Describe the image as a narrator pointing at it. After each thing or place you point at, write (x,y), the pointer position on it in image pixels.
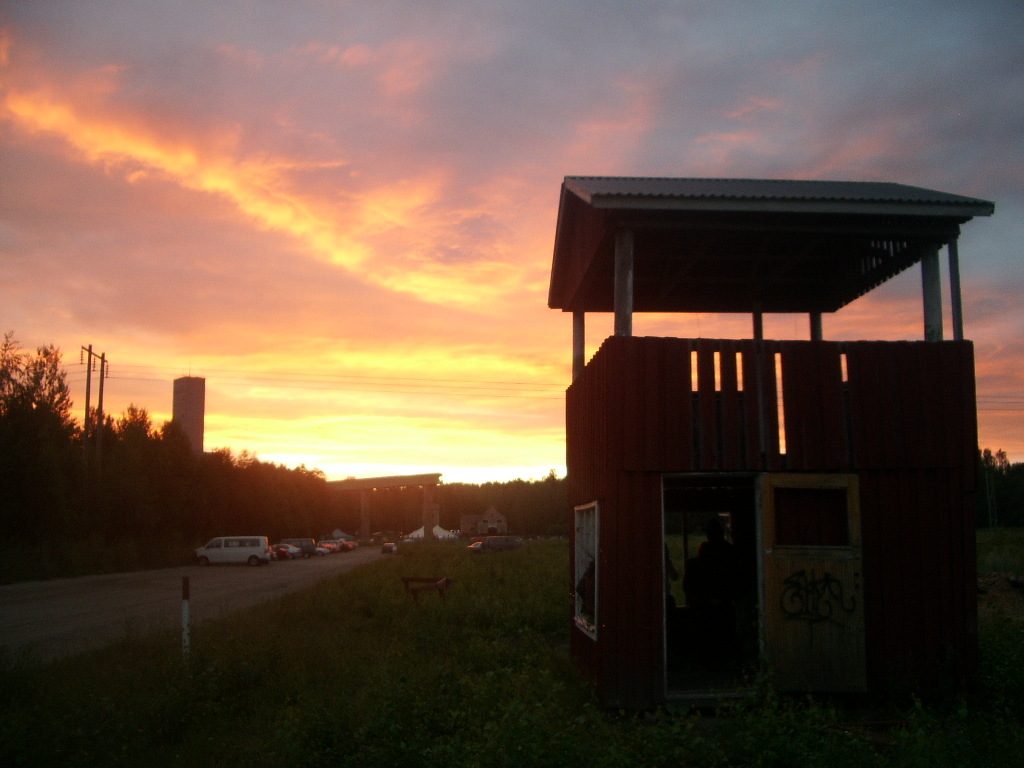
In this picture I can observe a wooden cabin (672,436) on the right side (683,439). I can observe some cars (265,545) parked on side of the road (301,558). There is some grass (376,660) on the ground (331,642). In the background (301,531) there are trees (129,485) and sky (365,302).
